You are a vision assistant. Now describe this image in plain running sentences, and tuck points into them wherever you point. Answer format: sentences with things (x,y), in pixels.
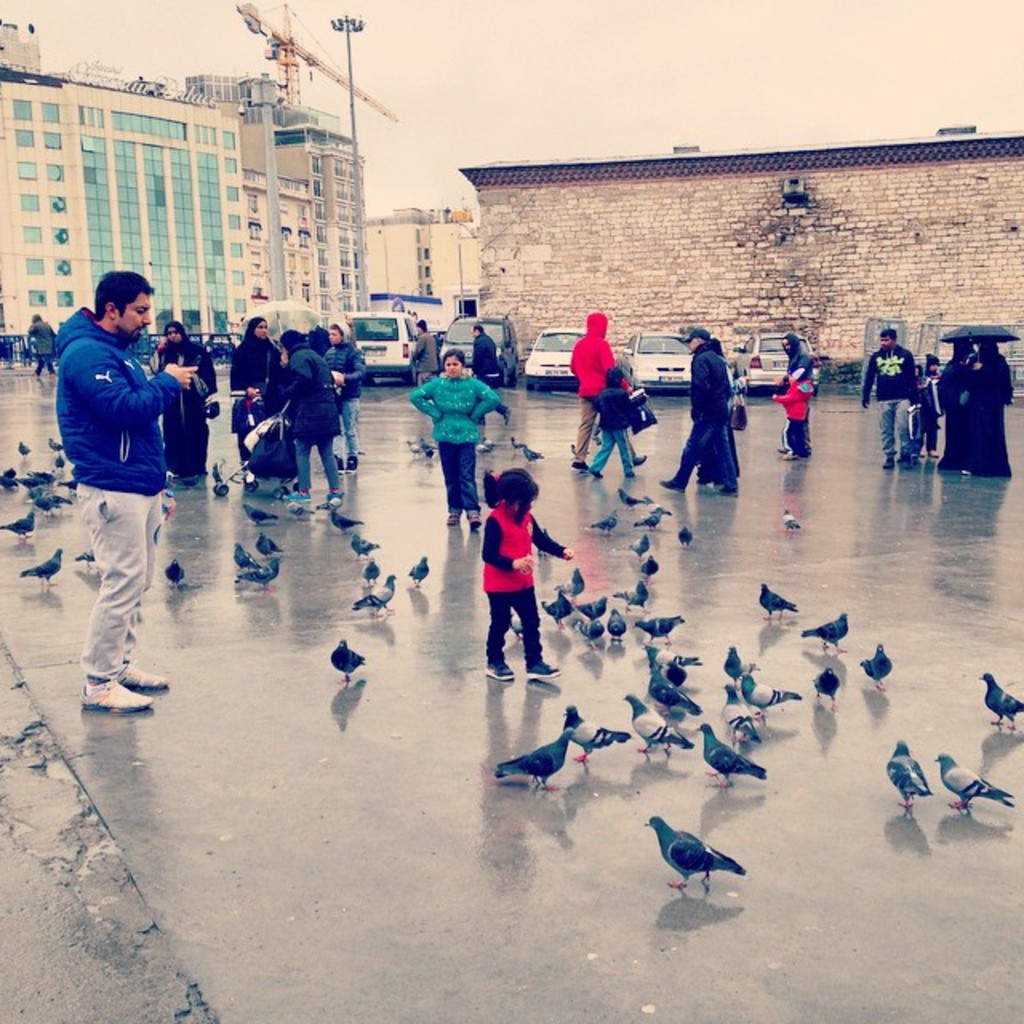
In this picture there is a girl (485,559) in the center (541,670) playing with the pigeons (681,619) which are on the floor (404,1021). The girl (497,569) is wearing a red jacket (509,553) and black trousers (501,614). Towards the left (141,544), there is a man (144,476) wearing a blue jacket (120,427), cream trousers (141,535) and holding a mobile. Behind him there is a person (300,371) holding a baby vehicle (287,451). Towards the right (974,398) there is a person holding an umbrella (987,327). In the background (536,309) there are people (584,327), vehicles (643,351), buildings (575,243) etc. On the top (709,79) there is a sky (638,126).
